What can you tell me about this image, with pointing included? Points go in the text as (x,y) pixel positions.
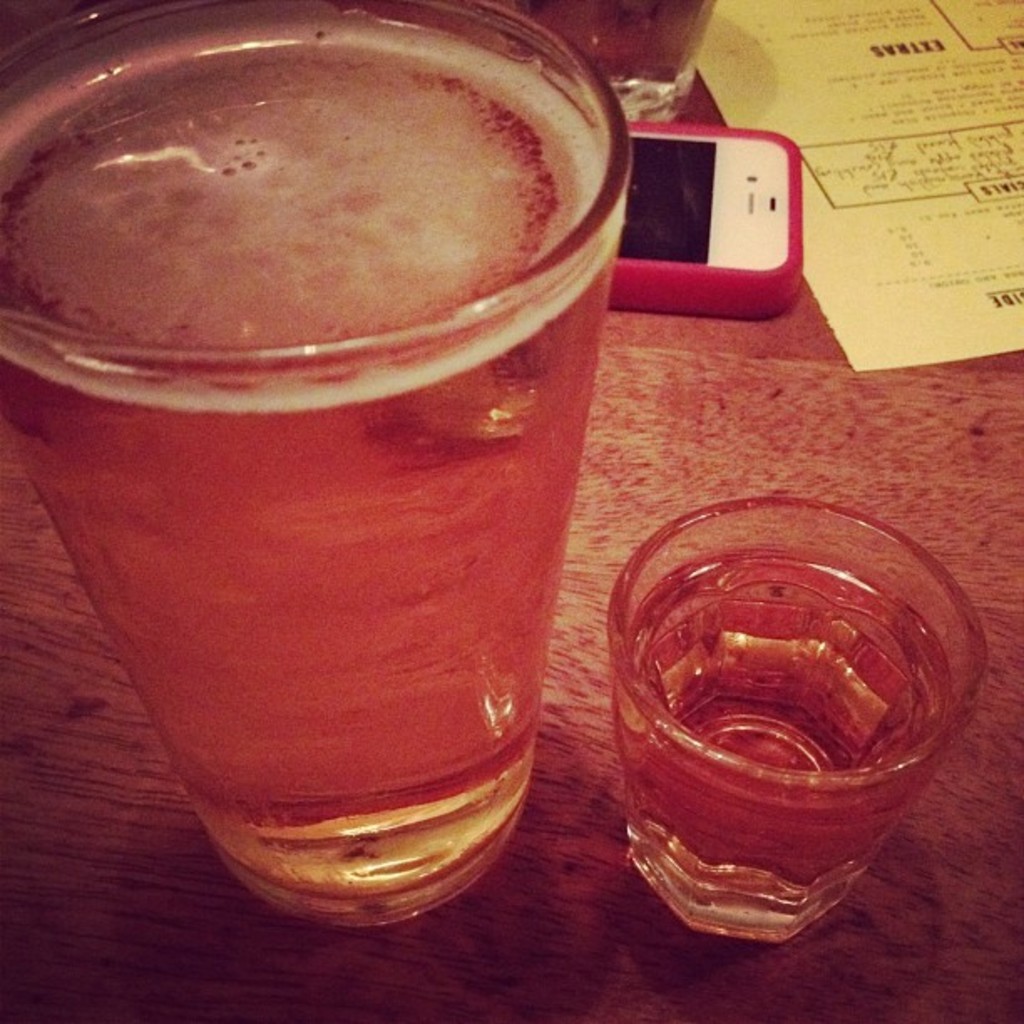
In this image we can see two glasses (289,736) full of drinks (685,601). Behind the glasses (647,663) mobile (735,152) and paper (866,200) is present.
